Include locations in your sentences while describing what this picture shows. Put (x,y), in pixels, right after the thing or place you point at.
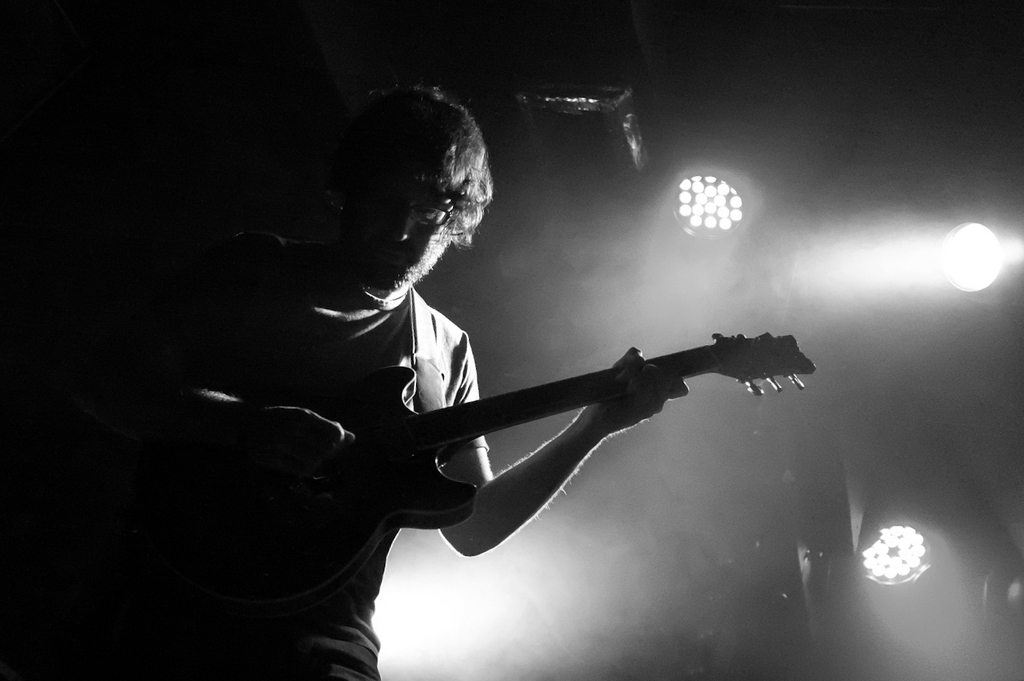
One person (330,337) is playing a guitar (307,521) and wearing glasses (446,211) and behind him there are lights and projector (610,147) in the picture.
